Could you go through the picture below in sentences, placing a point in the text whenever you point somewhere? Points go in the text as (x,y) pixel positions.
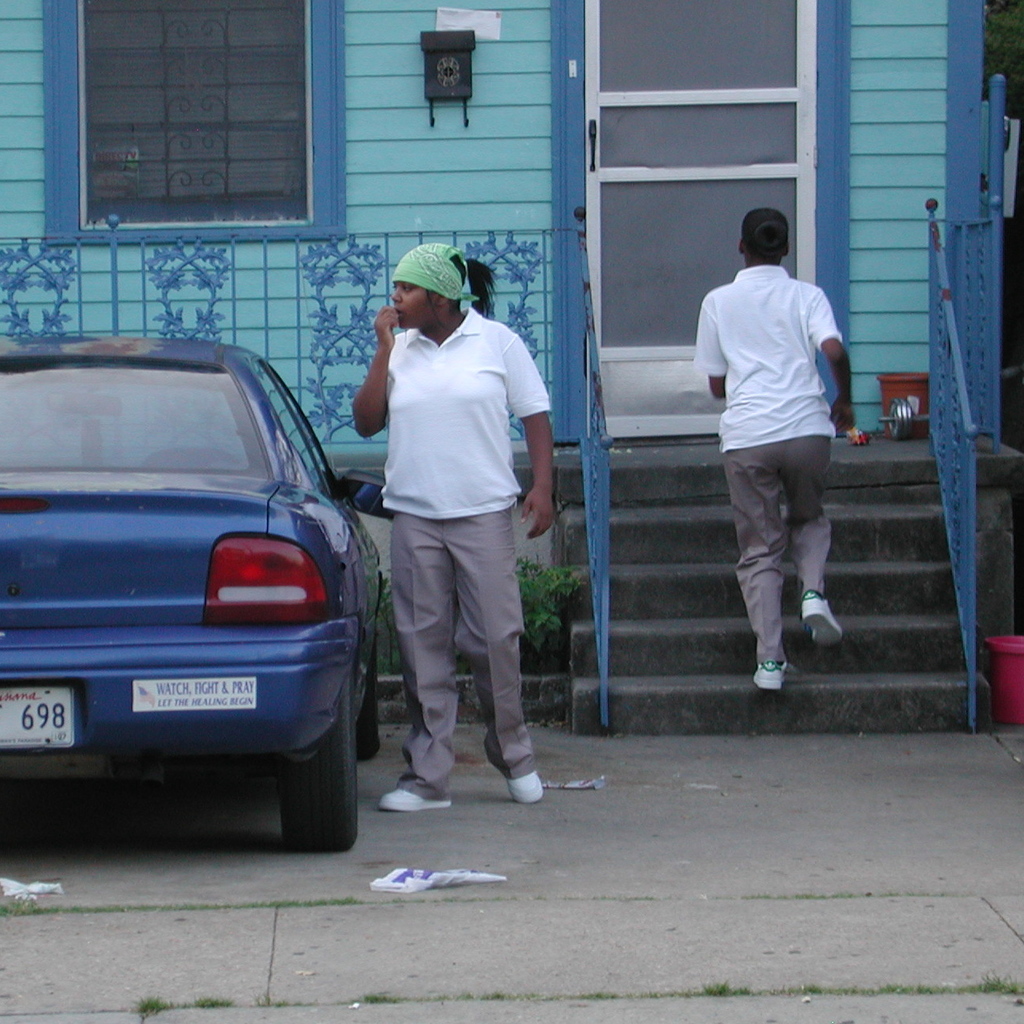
In this image, a person (443,657) is standing near the car (202,646) that is parked on the platform (435,944). On the right side (765,435), we can see a person (797,511) is walking on the stairs (891,493). Here we can see grills (967,393), wall (459,167), window (81,105), door (719,216), pot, some objects (1022,679) and plants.
